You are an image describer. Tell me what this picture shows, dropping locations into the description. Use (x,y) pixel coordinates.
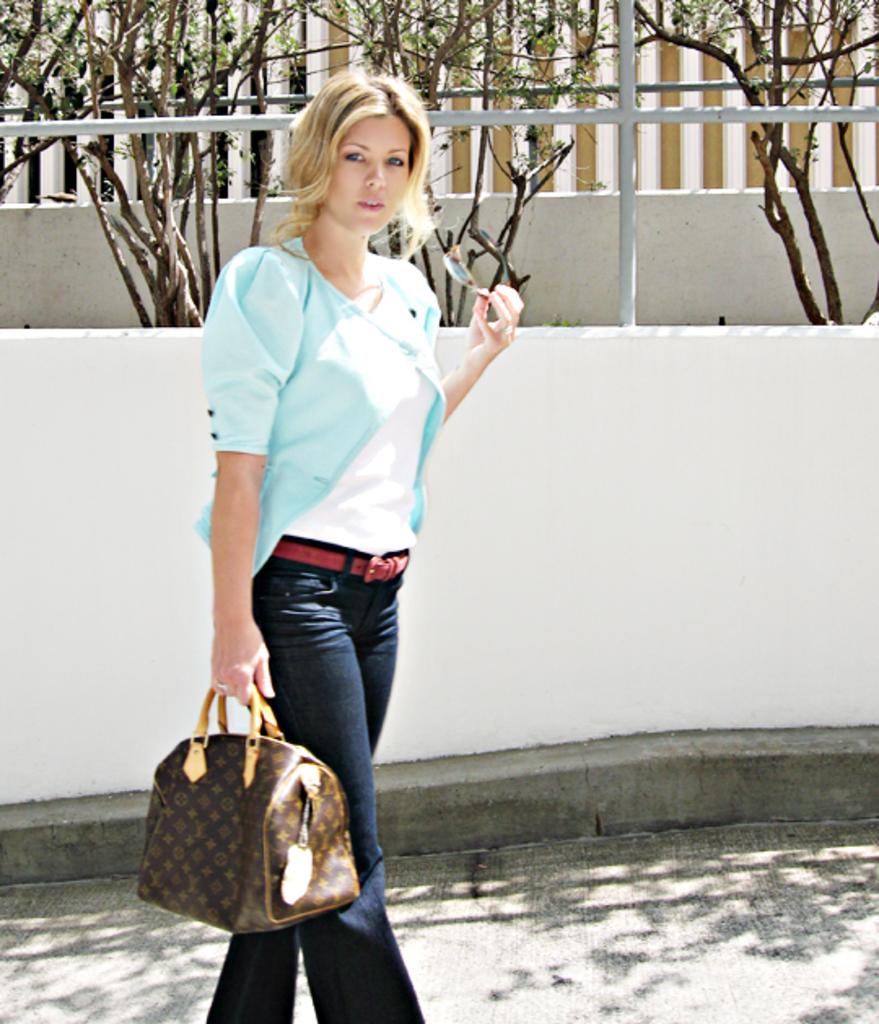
In this image there is a women (370,776) standing and holding the bag (235,871) with right hand (234,677) and spectacles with her left hand (487,301) and at the back (682,156) there is a tree (520,78) and building (719,156).
